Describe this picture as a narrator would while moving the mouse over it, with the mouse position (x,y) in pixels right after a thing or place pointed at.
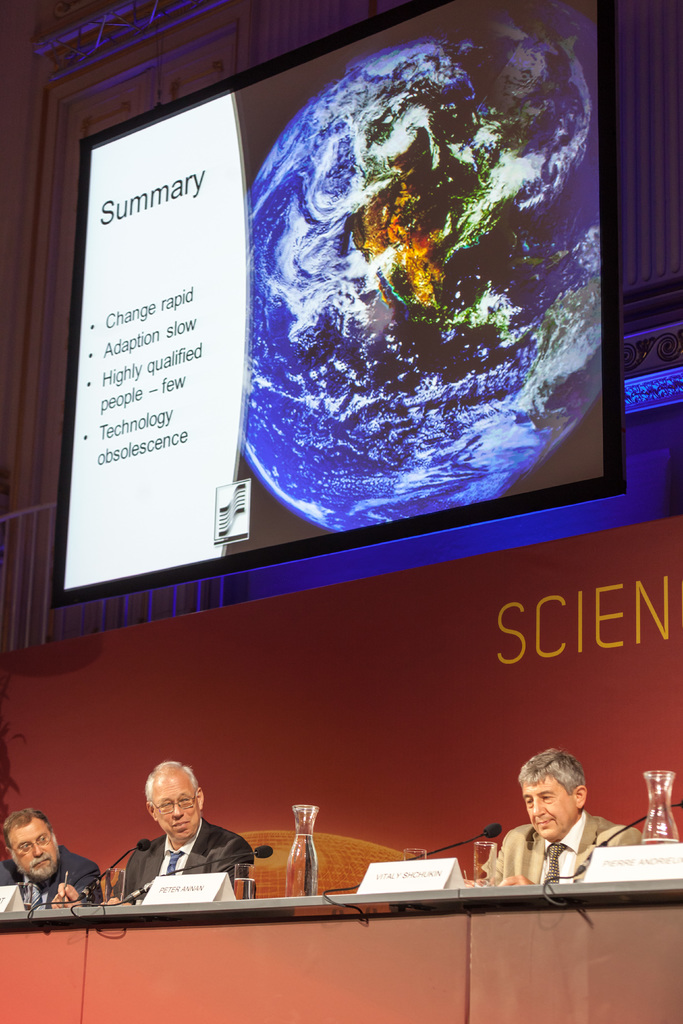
Here in this picture we can see a group of men (233,847) sitting on chairs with table (337,913) in front of them having microphones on it and we can also see bottles of water (300,878), name cards (198,894) present and above them we can see a projector screen (155,548) with something projected on it.
